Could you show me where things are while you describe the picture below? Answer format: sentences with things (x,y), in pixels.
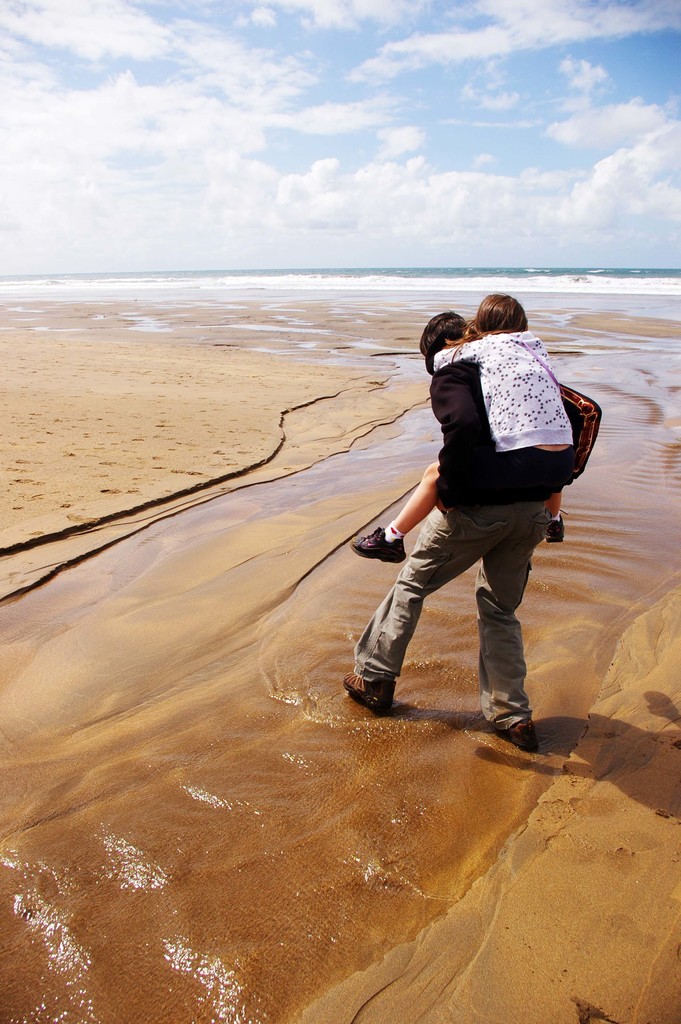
On the right side of the image (497,619), we can see a person (490,642) is carrying another person (533,485) and walking in the water (307,680). Here we can see sand (2,450). Background (578,288) we can see the water (440,282) and cloudy sky (266,171).
